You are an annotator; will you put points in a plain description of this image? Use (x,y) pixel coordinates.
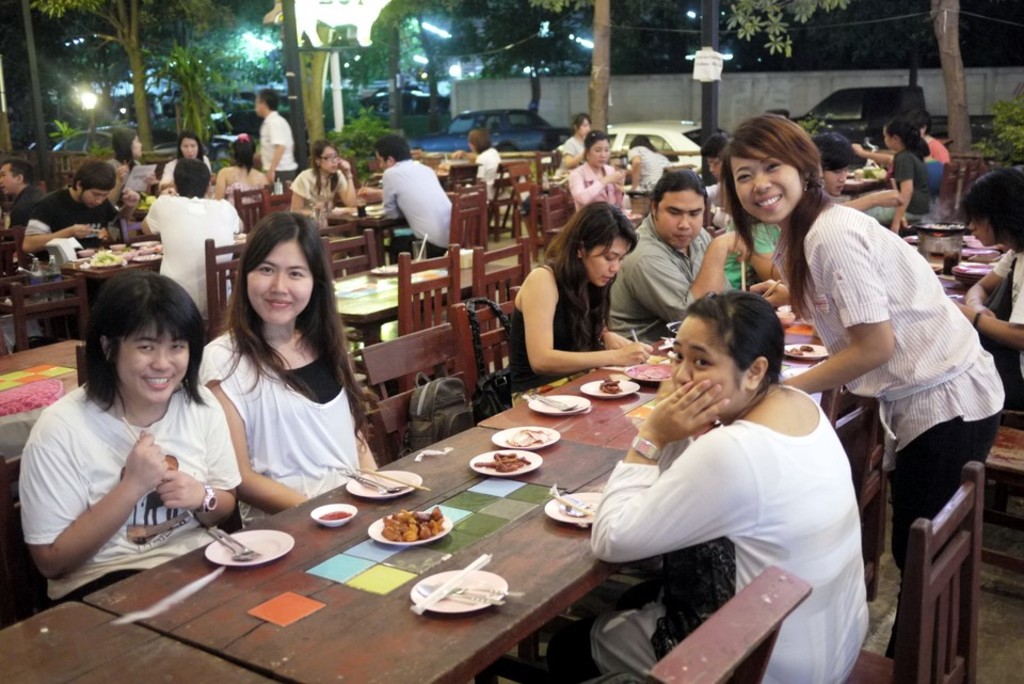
On the background (625,92) we can see wall (655,96), poles (293,90), trees (329,132), vehicles (518,123) parked. these are lights (95,96). Here we can see all the persons (69,404) sitting on chairs (85,357) in front of a table (259,585) and on the table (303,559) we can see plates (278,539), plate of food (450,525), chop sticks (418,612). We can see two persons (278,151) standing here.
